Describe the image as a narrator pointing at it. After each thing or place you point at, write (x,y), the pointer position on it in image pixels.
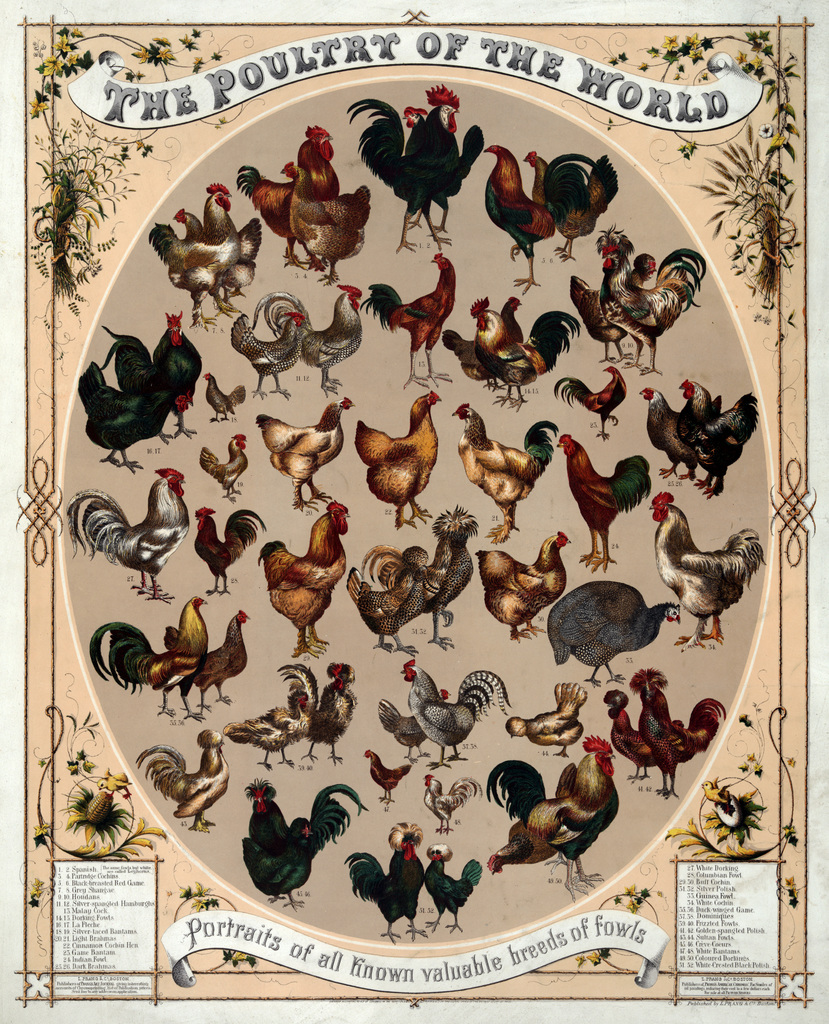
This image consists of a poster (502,515) in which there are pictures (287,449) of the hens (323,224).
